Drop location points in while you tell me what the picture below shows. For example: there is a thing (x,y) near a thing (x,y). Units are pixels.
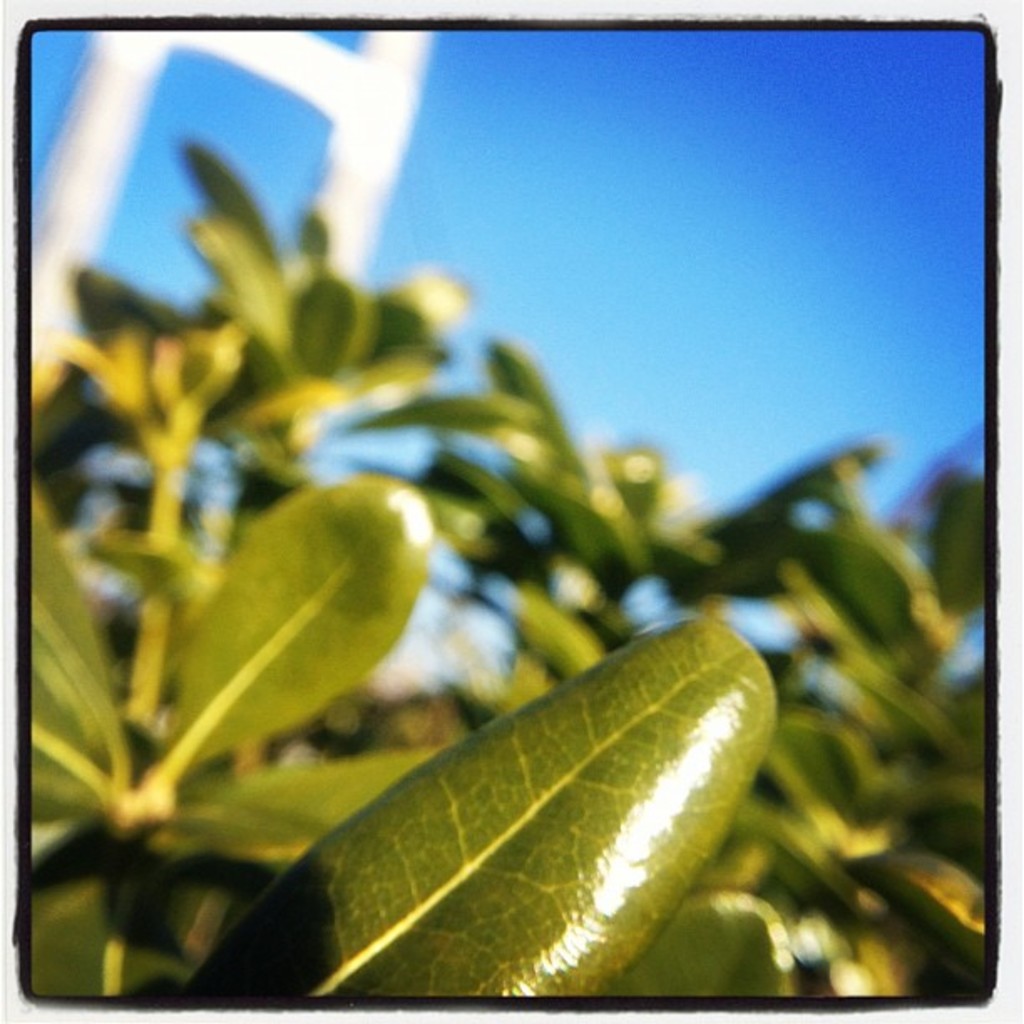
At the bottom of the image (419,808) there are leaves (584,611). At the top of the image (668,188) there is sky (591,208).
